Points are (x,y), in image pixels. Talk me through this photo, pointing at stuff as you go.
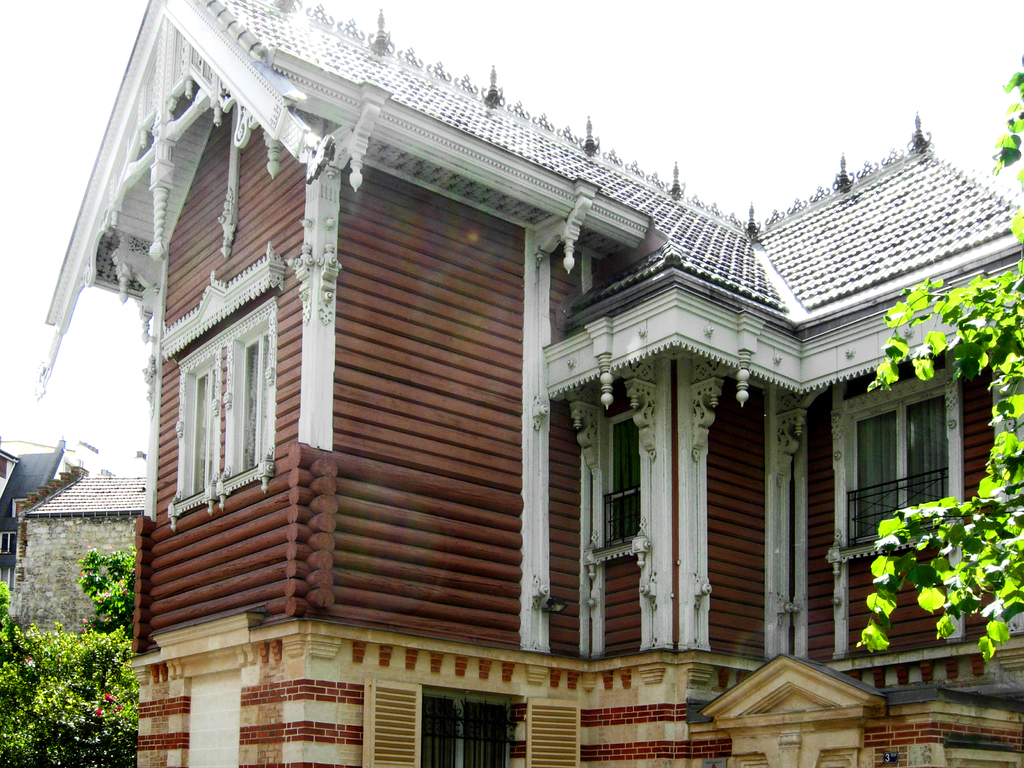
In this image, there are a few houses (216,459). We can see some trees (94,680) and the sky (697,5). We can also see some leaves (975,290) on the right (997,487).
